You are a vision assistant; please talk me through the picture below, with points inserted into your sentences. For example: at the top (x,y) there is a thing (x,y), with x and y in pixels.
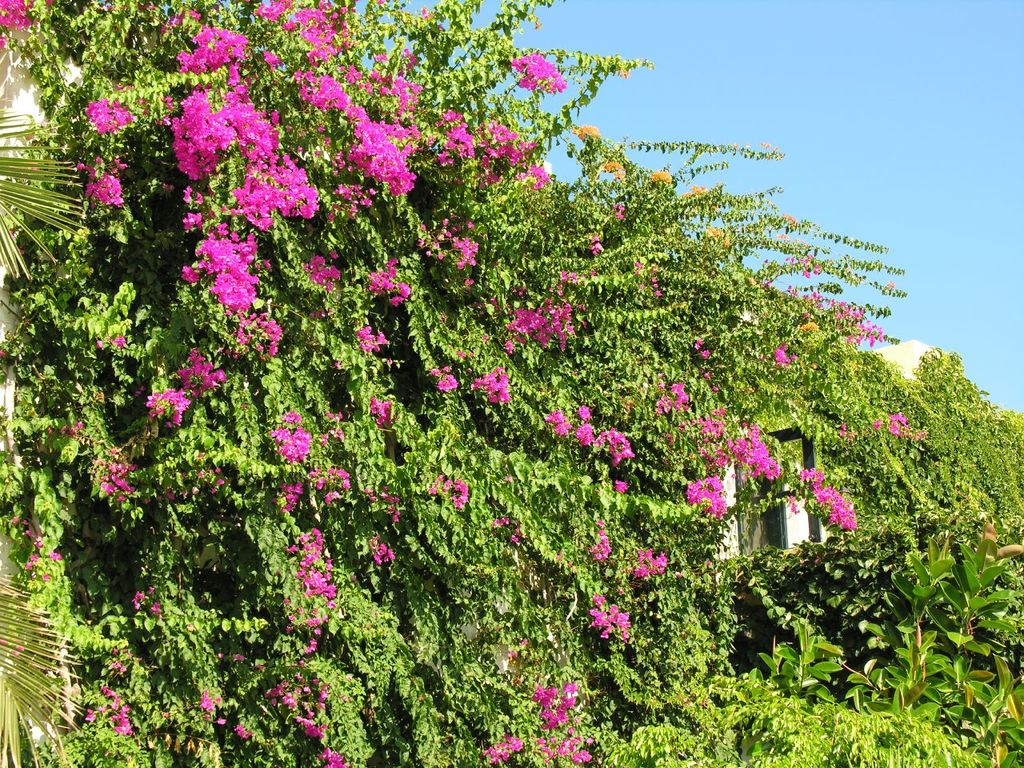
In this image I can see number of plants (552,397) and number of flowers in the front (544,207). On the top side of the image (821,146) I can see the sky (808,92) and I can also see a building (3,56) behind these plants (189,508).
